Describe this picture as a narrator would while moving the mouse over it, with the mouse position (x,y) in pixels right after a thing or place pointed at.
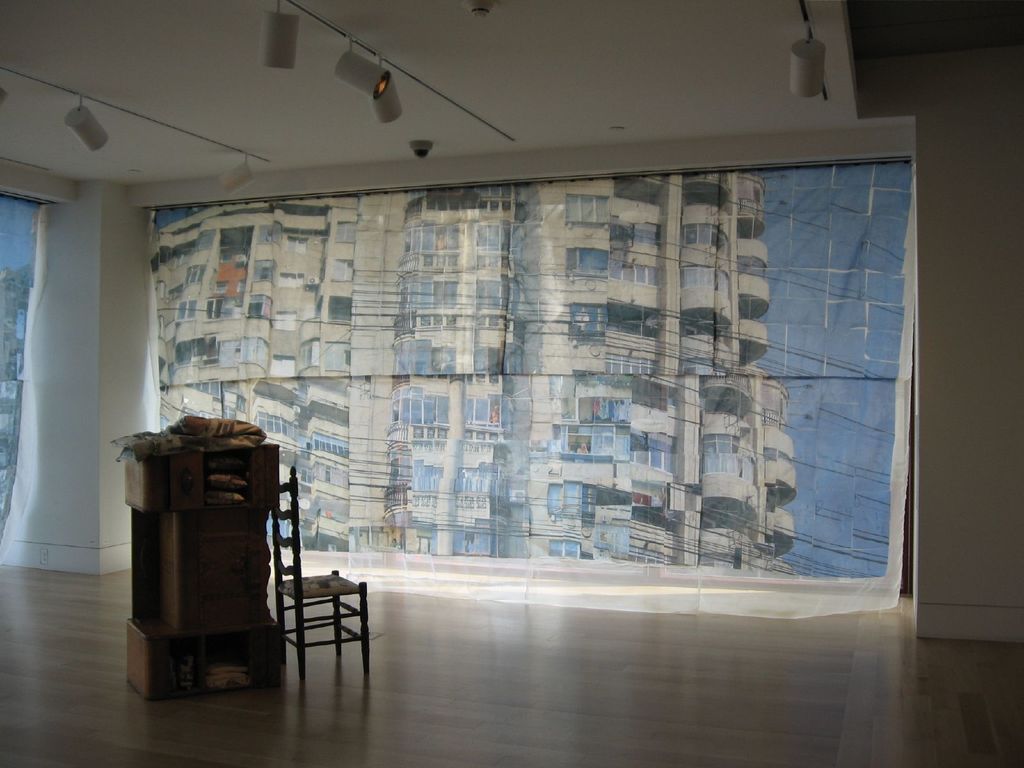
In this image we can see a chair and some object (187,656) are placed on the wooden floor (652,709). In the background (595,285), we can see the glass windows (440,234) through which we can see the buildings (600,392) and here we can see the ceiling lights (78,95).
